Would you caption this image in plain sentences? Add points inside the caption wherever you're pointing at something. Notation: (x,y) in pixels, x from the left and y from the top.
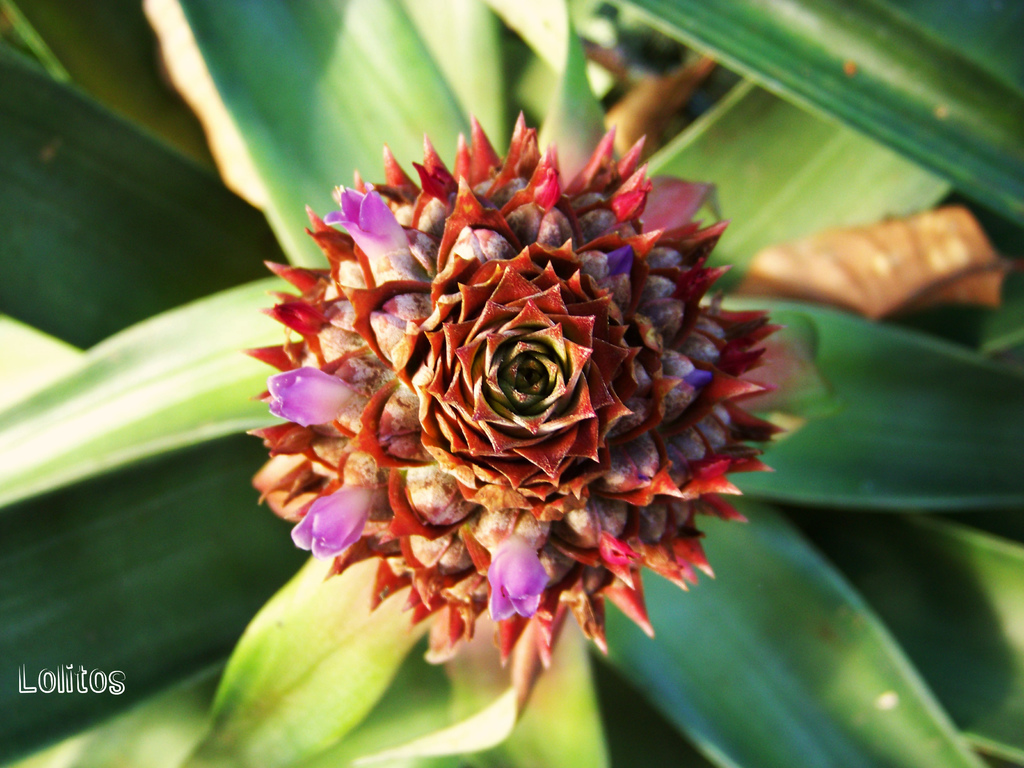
In the picture we can see a plant (915,678) with a flower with petals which are red and with some small flowers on it which are violet in color.
